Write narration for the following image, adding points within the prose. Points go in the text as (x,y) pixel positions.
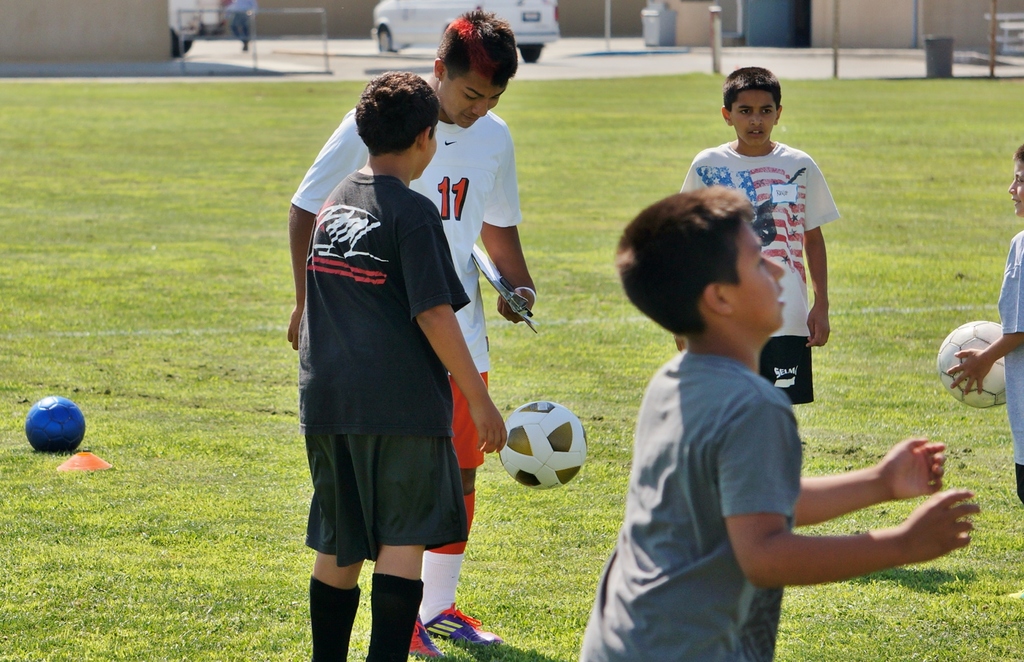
there are many children (455,306) in the ground (151,456).
